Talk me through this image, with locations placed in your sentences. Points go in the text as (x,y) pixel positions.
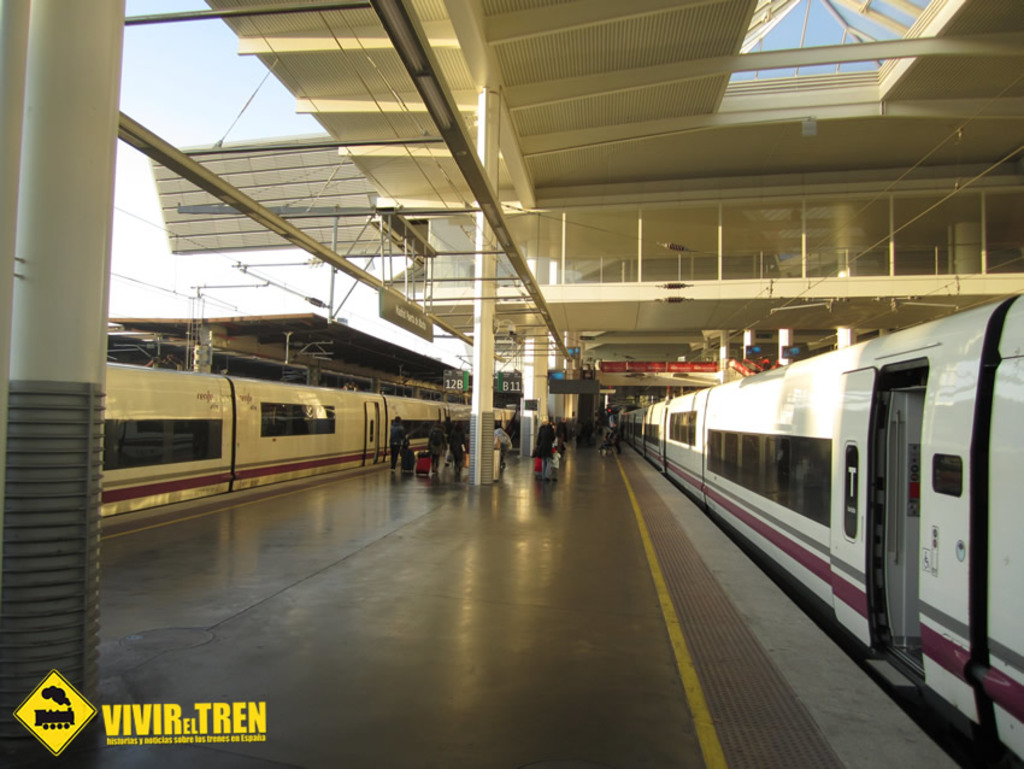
In the foreground of this picture (565,612), there is a platform (570,596) to which two trains (239,461) are on the either side. In the background (565,416), there are poles (476,396), shed (594,27), cables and the sky (187,68).
